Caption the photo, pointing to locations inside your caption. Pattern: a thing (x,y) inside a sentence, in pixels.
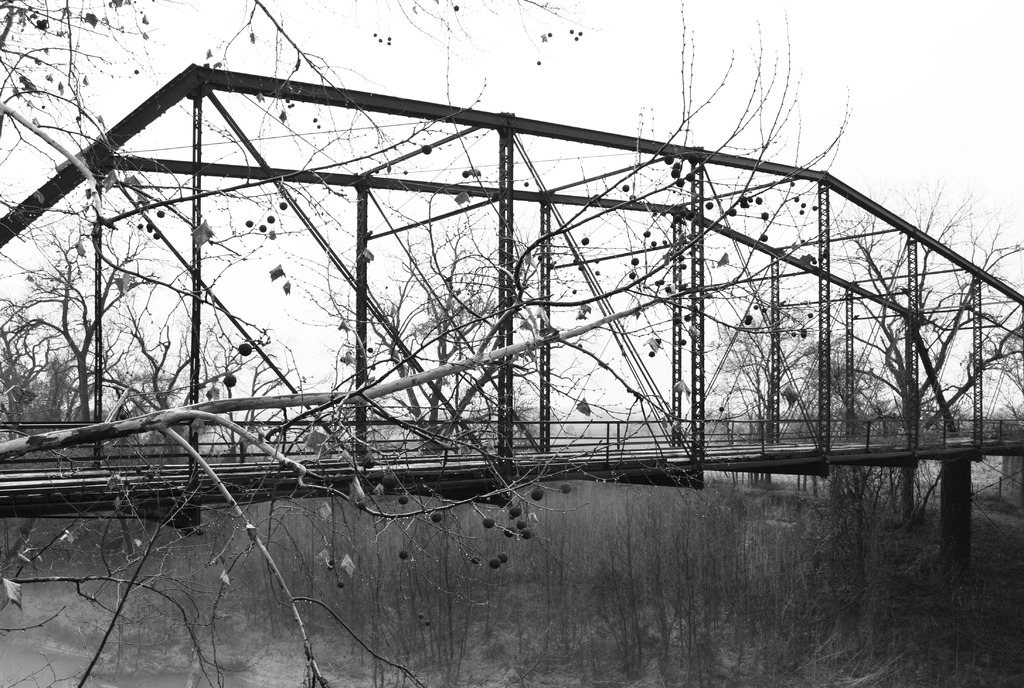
In this picture we can see a bridge (540,443) in the front (745,434), we can see branches (584,411) of the tree (391,386), in the background (846,417) there are some trees (814,412), we can see the sky (604,83) at the top of the picture (577,88), it is a black and white image.
